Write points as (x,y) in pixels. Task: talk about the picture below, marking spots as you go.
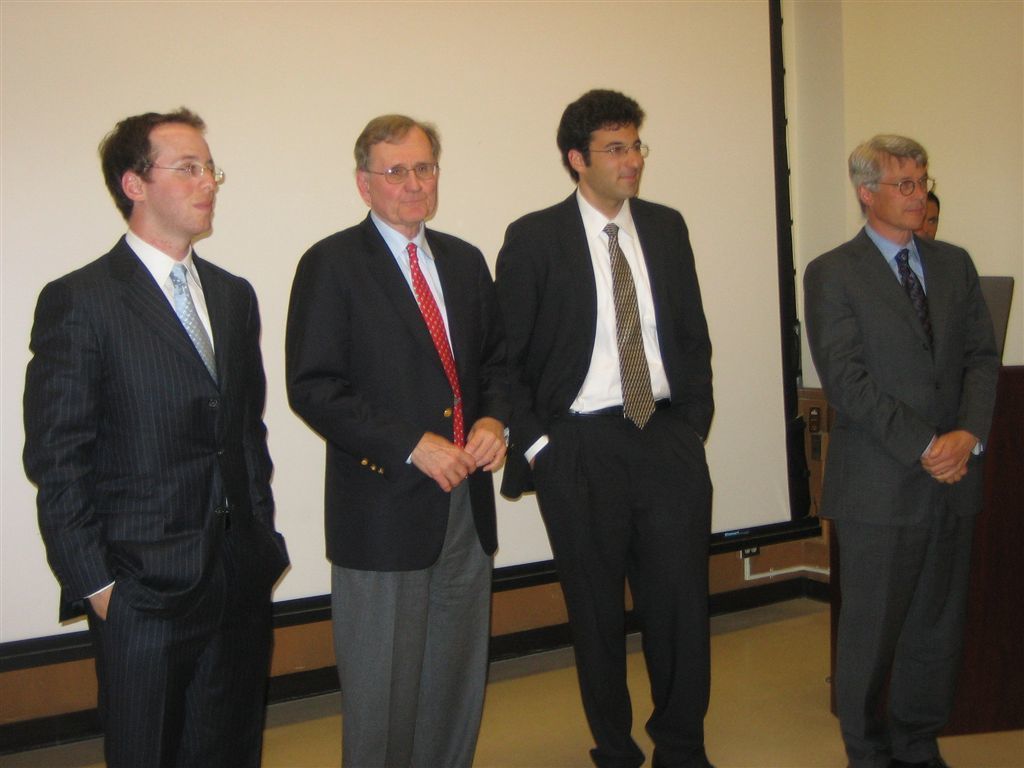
Here in this picture we can see a group of men (652,295) who are wearing suits (234,317) standing over a place and all of them are smiling and wearing spectacles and behind them we can see a projector screen (199,62) present and on the right side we can see a person (926,232) standing over a place and in front of them we can see a laptop (995,289) present on the speech desk (1002,376).
